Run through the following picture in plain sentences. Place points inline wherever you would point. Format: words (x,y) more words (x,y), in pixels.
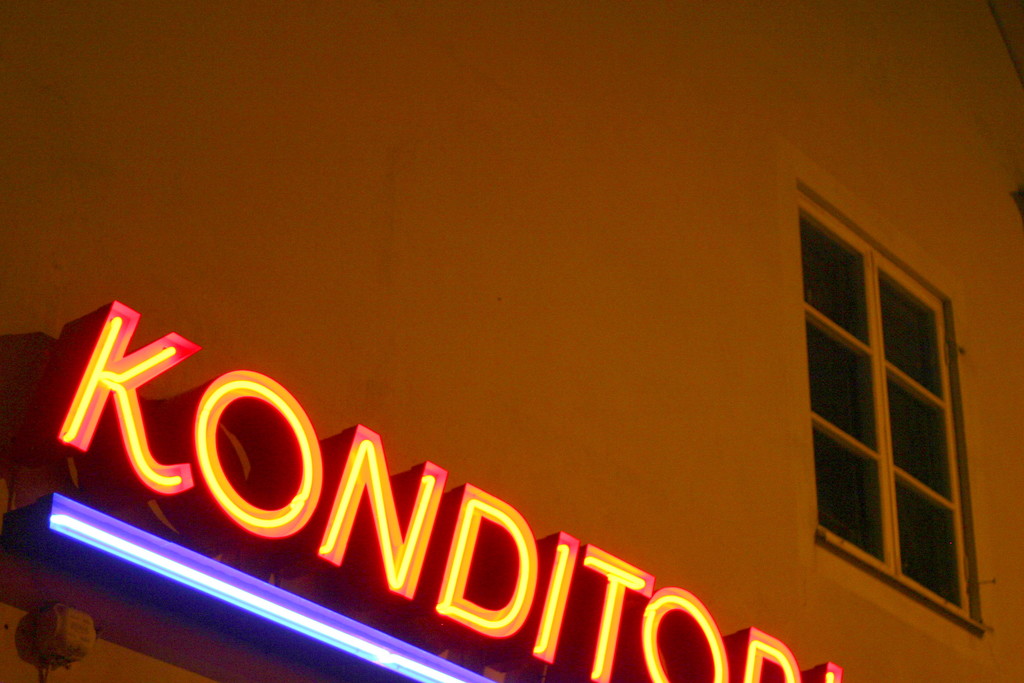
In this image I can see a building (244,274) and I can see something written on the building (709,538) with colorful lights (123,349).
